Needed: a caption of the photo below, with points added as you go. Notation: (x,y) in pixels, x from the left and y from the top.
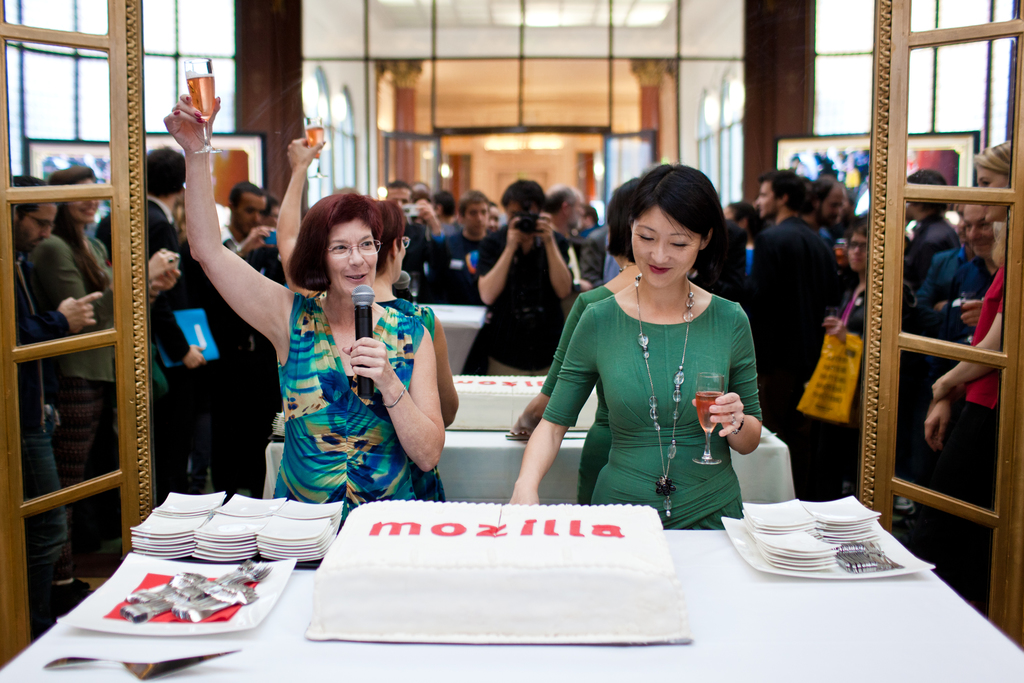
In this image in the front (728,626) there is a table (745,626), on the table (767,630) there are plates (236,535) and spoons (876,564), there are persons (337,379) standing and smiling. In the background (329,192) there is a mirror (618,110) in which there is reflection (291,195) of the persons (526,187). In the center (597,318) there is a woman (721,336) standing and cutting a cake (509,541) and holding a glass (710,433) along with her and having smile on her face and there is a woman (362,375) standing and holding mic (362,384) and a glass (206,132) in her hands (375,376) and speaking and there is a reflection (530,284) of the person (536,263) standing and clicking a photo holding a camera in his hand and there are objects (802,160) reflecting in the mirror (235,166).
